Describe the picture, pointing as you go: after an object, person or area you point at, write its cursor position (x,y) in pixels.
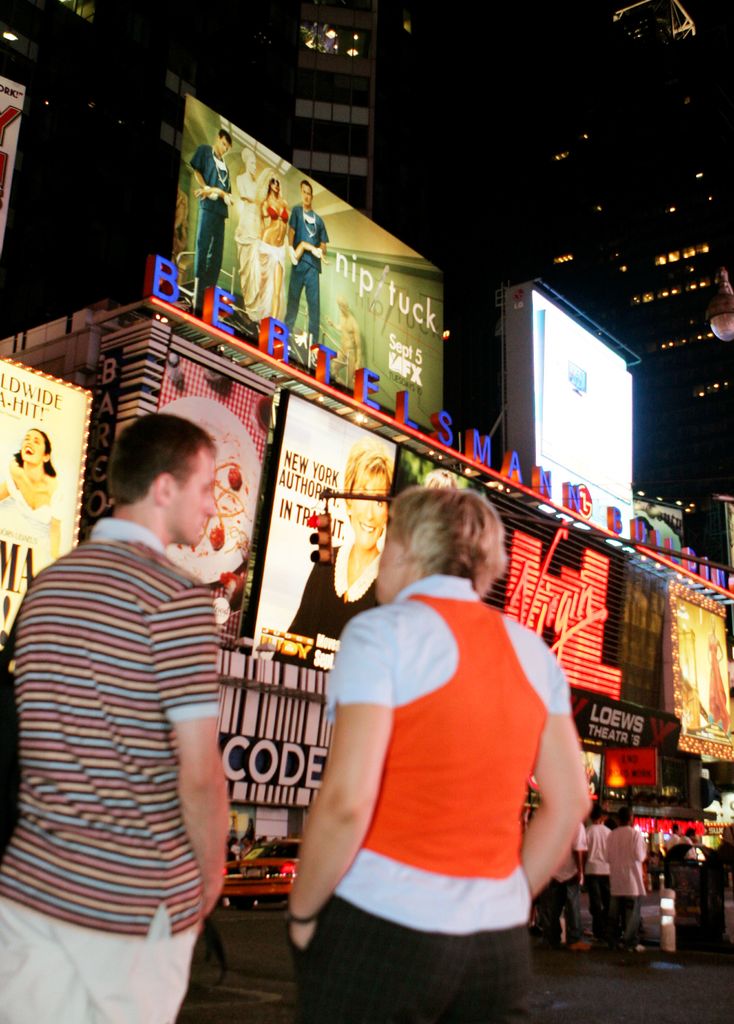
In this image in the foreground (219,755) there are two persons (452,757) who are standing, and in the background (316,721) there are some stores (282,739) and some people (615,887) are walking and also there are some boards (534,601). In the background (669,317) there are some buildings (345,59) and lights (646,833), at the bottom (276,962) there is a walkway (276,948) and one car (266,883).
